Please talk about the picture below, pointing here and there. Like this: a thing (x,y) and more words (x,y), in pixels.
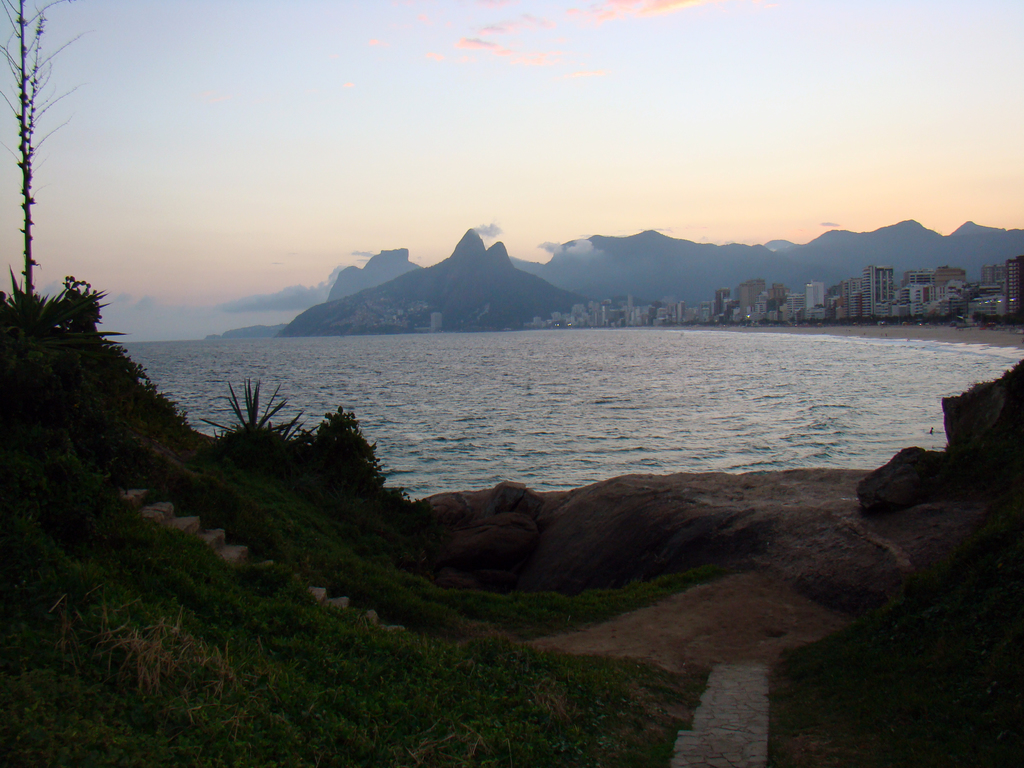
In this image we can see some stones (607,523) at the foreground of the image (894,529) and at the background of the image (476,404) there is water (673,373), there are some buildings (683,311), mountains (442,261) and clear sky (235,144).
